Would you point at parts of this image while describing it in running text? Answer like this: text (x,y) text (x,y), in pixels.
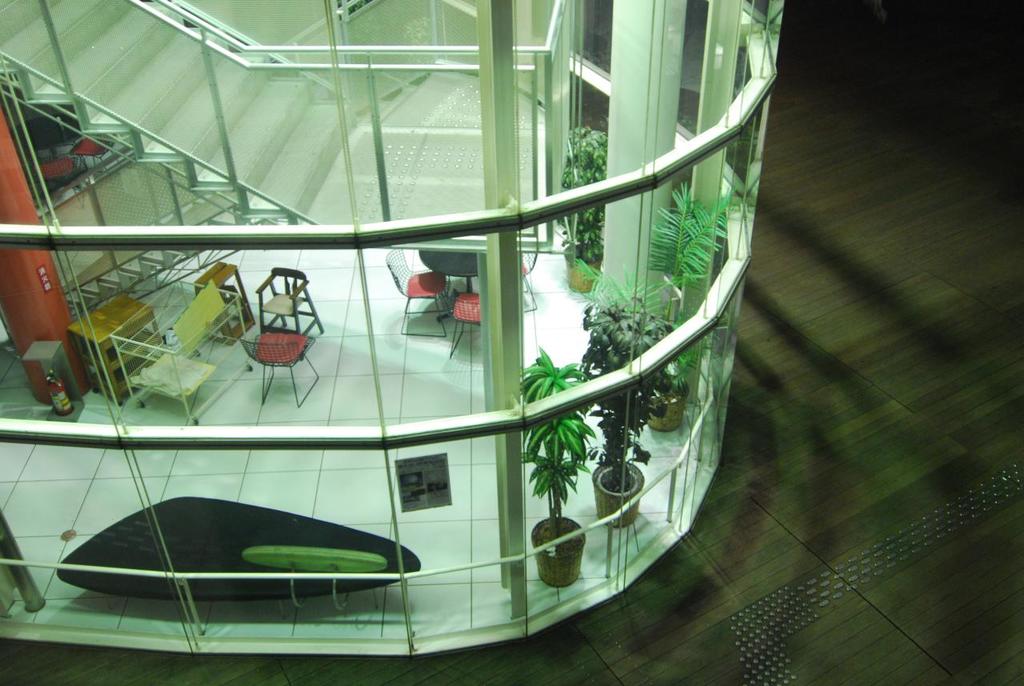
This picture might be taken inside a building (223,649). In this image, on the left side (160,426), we can see a metal rod (184,572) and a glass window (157,481). Inside of the glass window (426,593), we can see a table (229,594), a few tables (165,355) and chairs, staircase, pillar (60,340). In the middle of the image (647,343), we can see a flower pot (658,419) and a plant (674,293). On the right side (952,437), we can see a floor (933,358).
